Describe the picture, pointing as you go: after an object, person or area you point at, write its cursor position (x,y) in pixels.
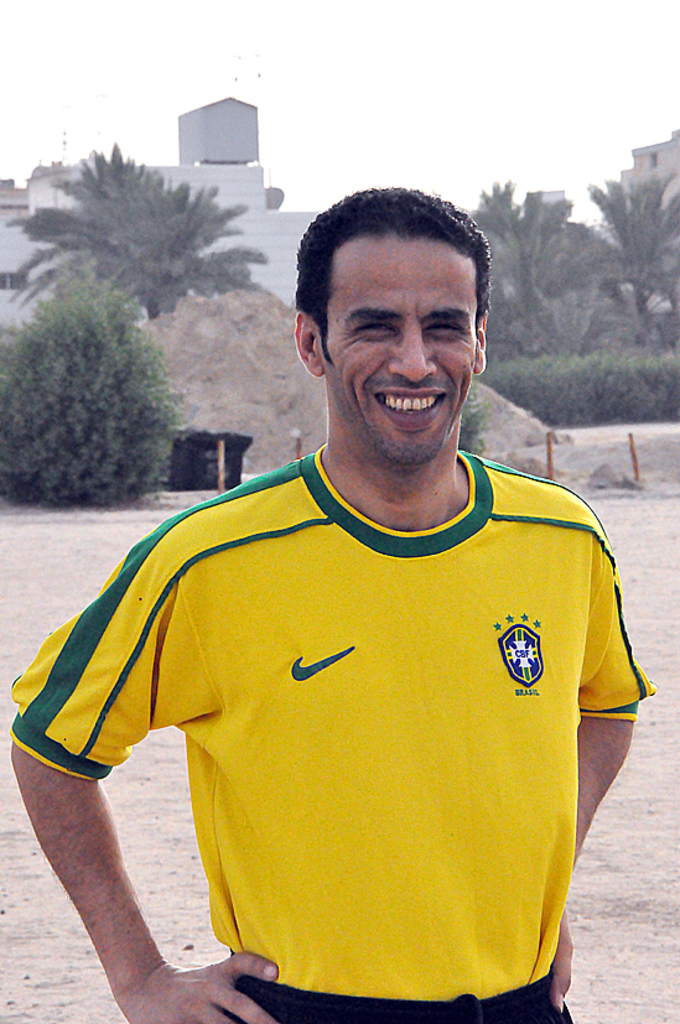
In this image in the middle (372,579) there is a man (400,631) he wears yellow t shirt (416,764) and trouser (325,999) he is smiling. In the background (595,403) there are trees (236,267), buildings (672,174), land (634,610) and sky (368,84).
